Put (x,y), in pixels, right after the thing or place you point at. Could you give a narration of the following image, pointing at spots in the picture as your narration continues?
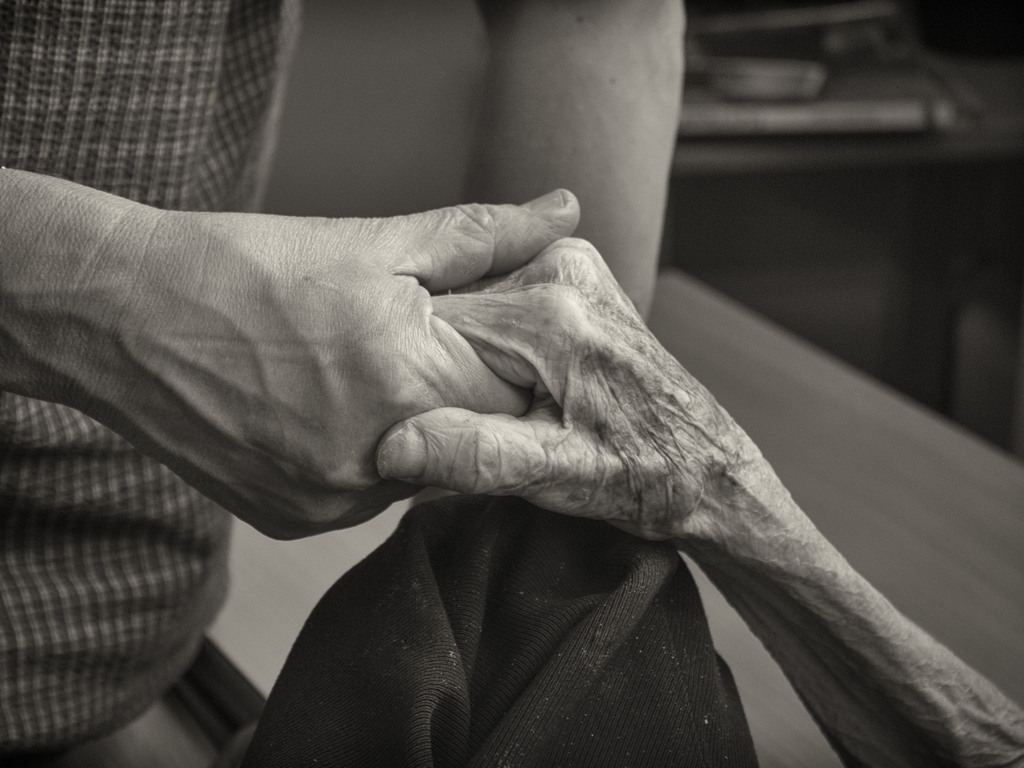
On the left side of the image (196,320) we can see a person (126,331), on the right side of the image (827,639) we can see hand (583,368) of another person (837,558) and we can see blurry background (837,143), it is a black and white photography.
